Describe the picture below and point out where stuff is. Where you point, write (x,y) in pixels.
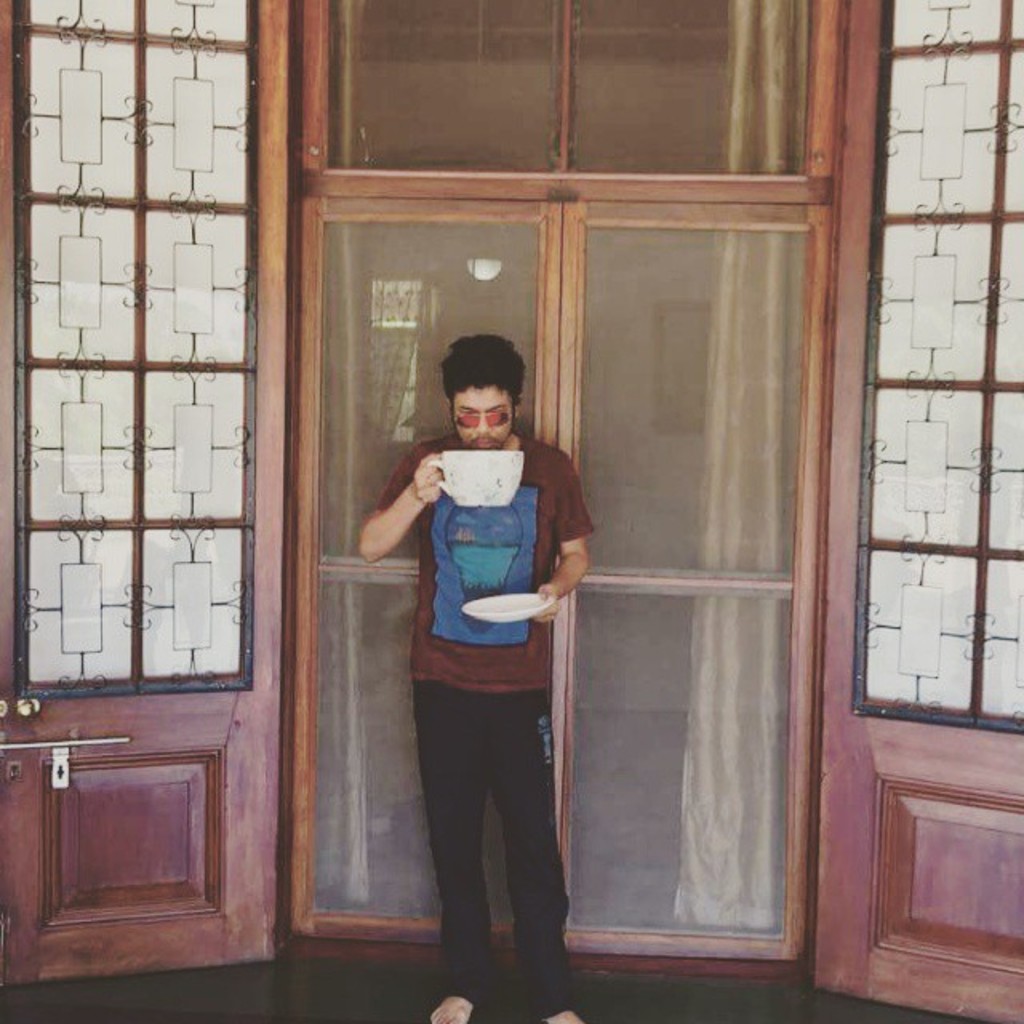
In this picture I can observe a man (453,689) standing on the floor (605,998). He is wearing T shirt (460,574) and cup (453,485) in his hand (439,495). Behind him there is a door (405,814). In the background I can observe curtains (738,459).
